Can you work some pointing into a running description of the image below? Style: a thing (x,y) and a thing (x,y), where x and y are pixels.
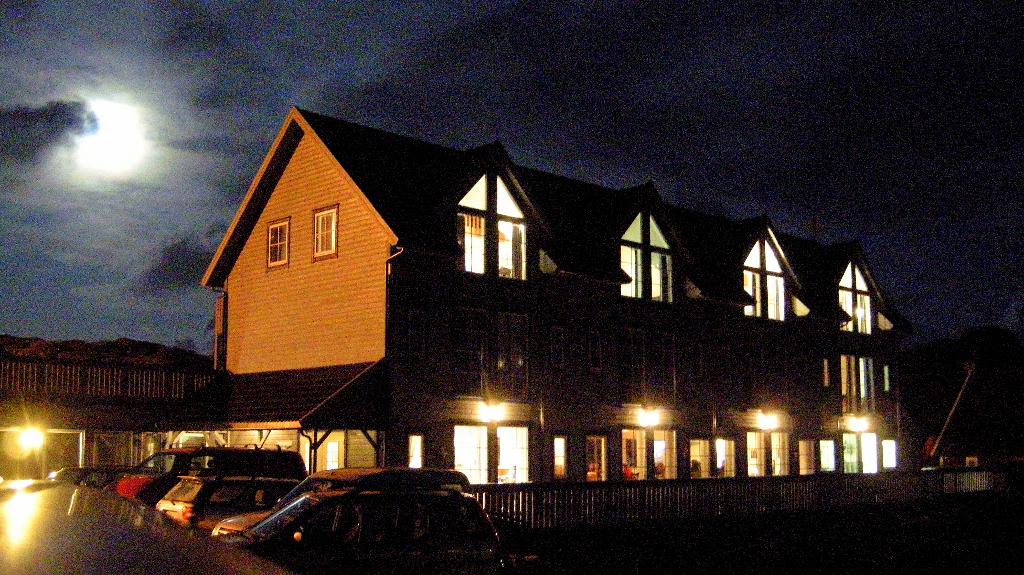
In front of the image there are cars (342,500). There is a fence (715,491). There are buildings (498,320), lamps (26,435). At the top of the image (167,119) there are clouds (62,175) in the sky (229,102).
